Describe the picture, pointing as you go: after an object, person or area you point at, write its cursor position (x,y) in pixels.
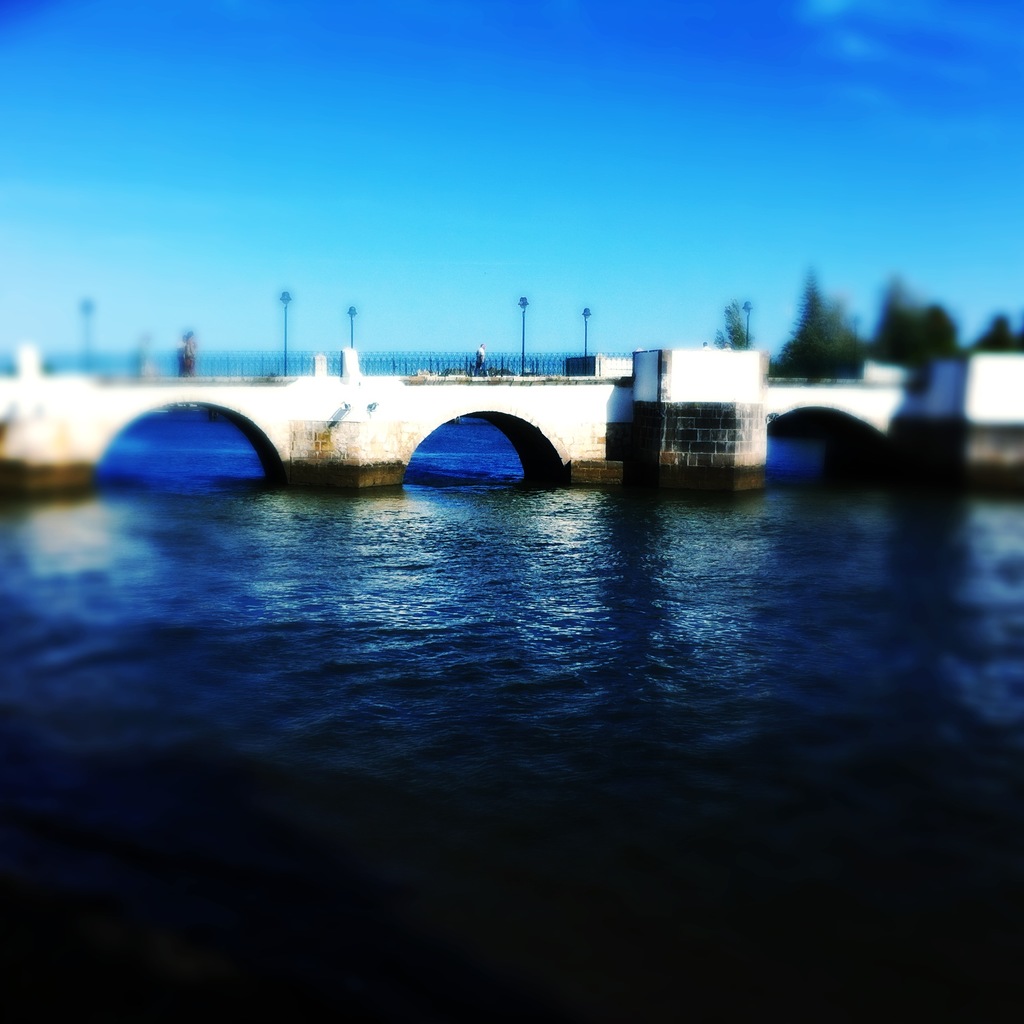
At the bottom of the image (506,696) there is water (816,566). In the middle of the water (882,583) there is a bridge (685,388) with arch (534,435) and also there are railings (387,351) to it. On the bridge (530,381) there are poles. At the right corner of the image (895,341) there are trees (950,341). At the top of the image (722,75) there is a sky (396,79).
